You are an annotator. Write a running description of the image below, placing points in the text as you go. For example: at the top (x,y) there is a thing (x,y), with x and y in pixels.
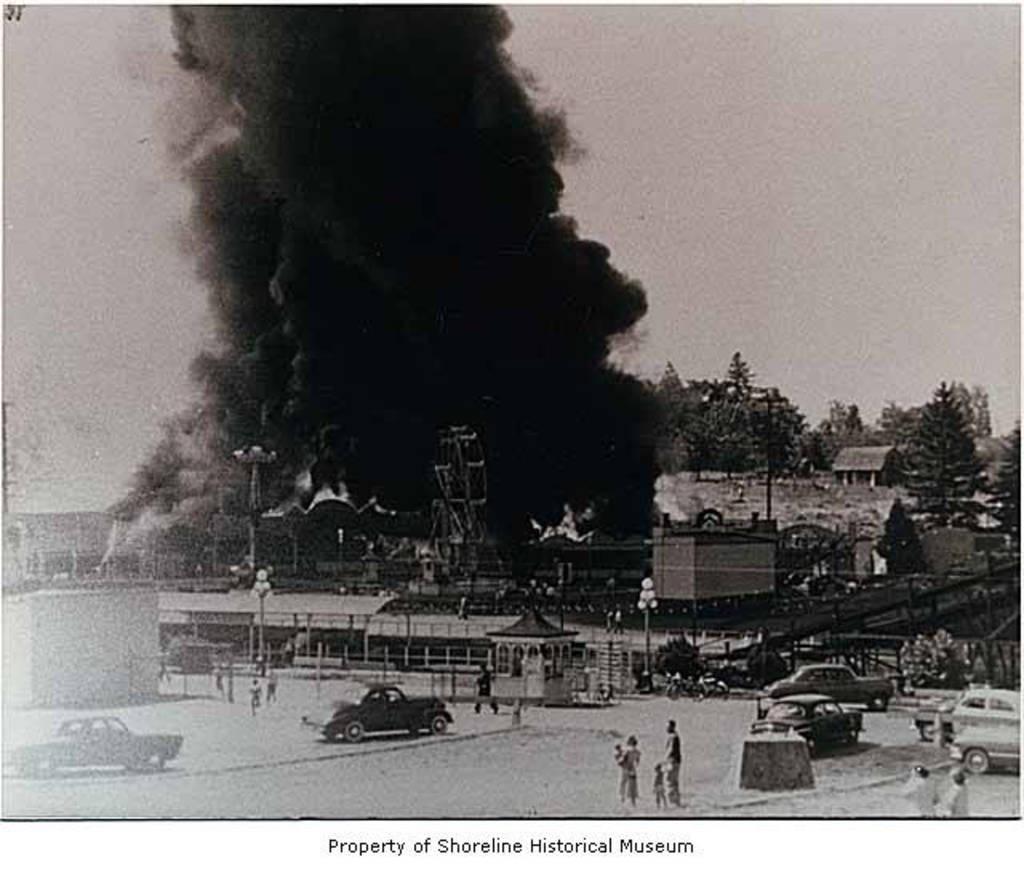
This is a black and white picture. Here we can see cars (446,717), persons (254,692), poles (260,657), lights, buildings (764,521), trees (794,436), and smoke (479,264). In the background (763,282) there is sky (952,363).
